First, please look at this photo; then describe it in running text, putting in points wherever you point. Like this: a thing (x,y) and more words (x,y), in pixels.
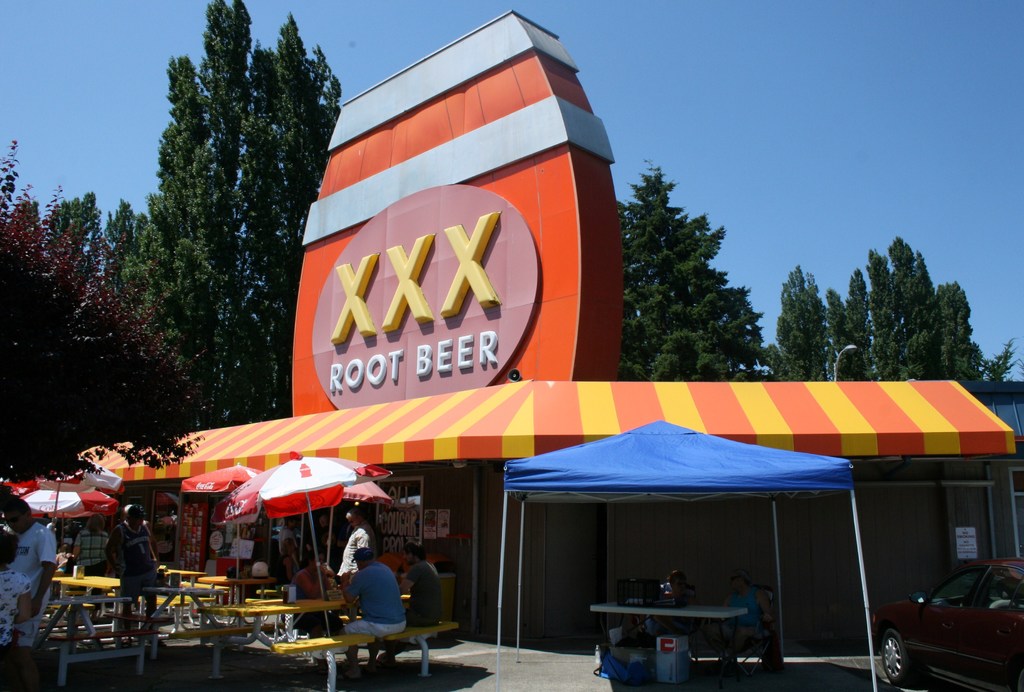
In this picture, There are some tables (307,603) which are in yellow color there are some people (429,604) sitting on the tables (340,640), In the middle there is a blue color tent (630,497) and there are some people (733,636) sitting on the chairs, In the right side (982,663) there is a car (929,642) which is in brown color, There is a top (898,397) which is in red and yellow color, In the middle (500,299) there is a red colored wooden block (467,191), In the background (212,306) there are some green color trees (200,303) and there is a sky (801,103) in blue color.
